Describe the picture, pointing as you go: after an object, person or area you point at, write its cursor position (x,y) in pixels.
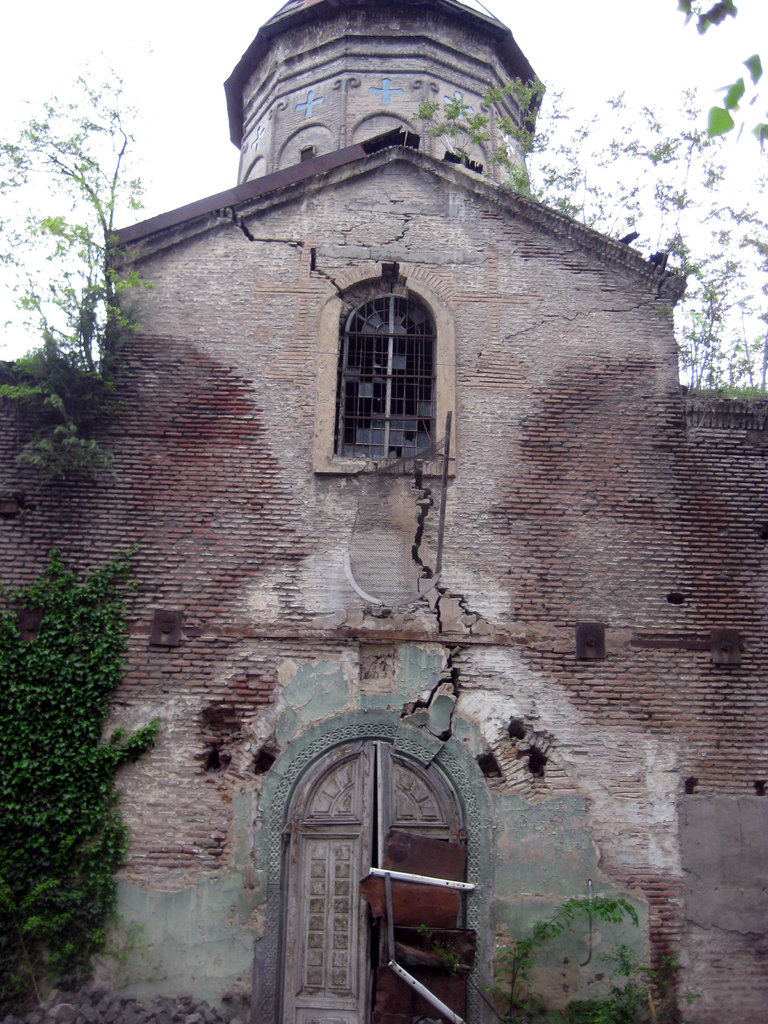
There is a building (416,285) with windows (398,345) and doors (380,761). On the building (457,631) there are cracks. Also there are some plants (86,416) on the building (458,438). In the background (141,84) there are trees (718,176) and sky (236,7).
